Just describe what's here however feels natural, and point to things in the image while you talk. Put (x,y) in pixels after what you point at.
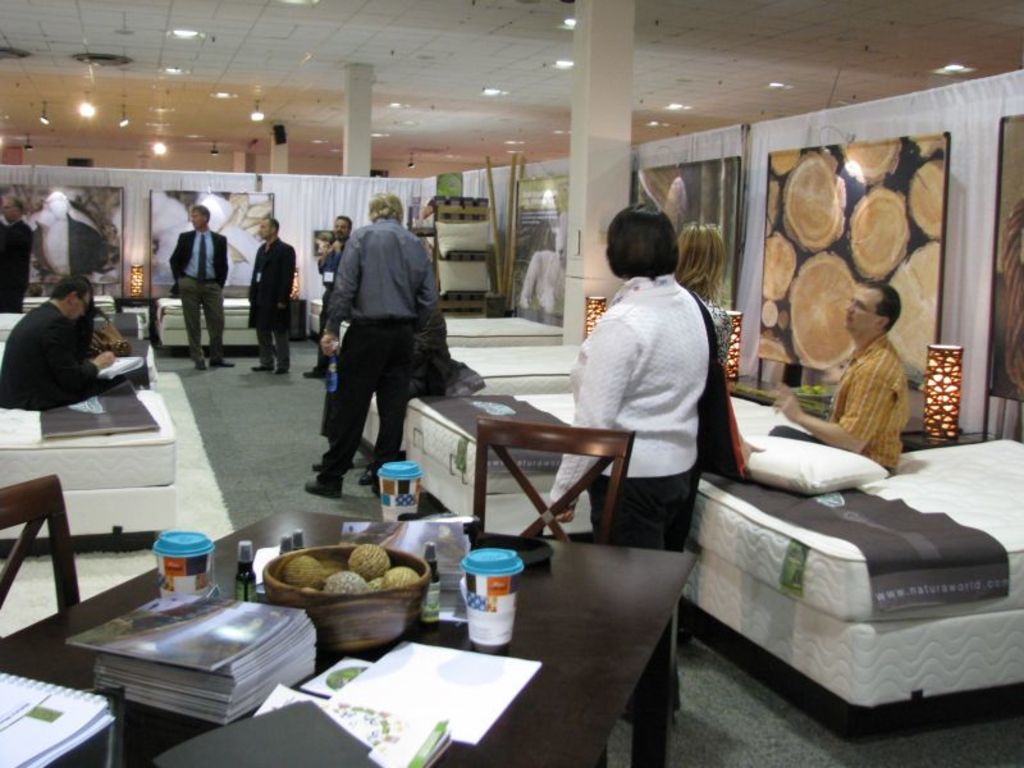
This picture is of inside. In the center (417,480) there is a table (575,638) on the top of which a glass (475,575), a basket (369,592), some papers (438,664) and some books (180,651) are placed. On the left corner (24,516) there is a chair (29,541) and there is a woman (666,247) wearing white color dress (652,373) and standing. On the right (886,415) there is a man (870,362) sitting on the bed (984,536). We can see a pillow (820,470) placed on the top of a bed (931,503) and there is a side lamp (949,398) placed on the side table (938,441). On the left (340,295) there are some group of persons (285,278) standing. In the background (86,202) we can see the pillars (356,156), curtains (339,179), bamboos (513,179) and some boards (848,216).
